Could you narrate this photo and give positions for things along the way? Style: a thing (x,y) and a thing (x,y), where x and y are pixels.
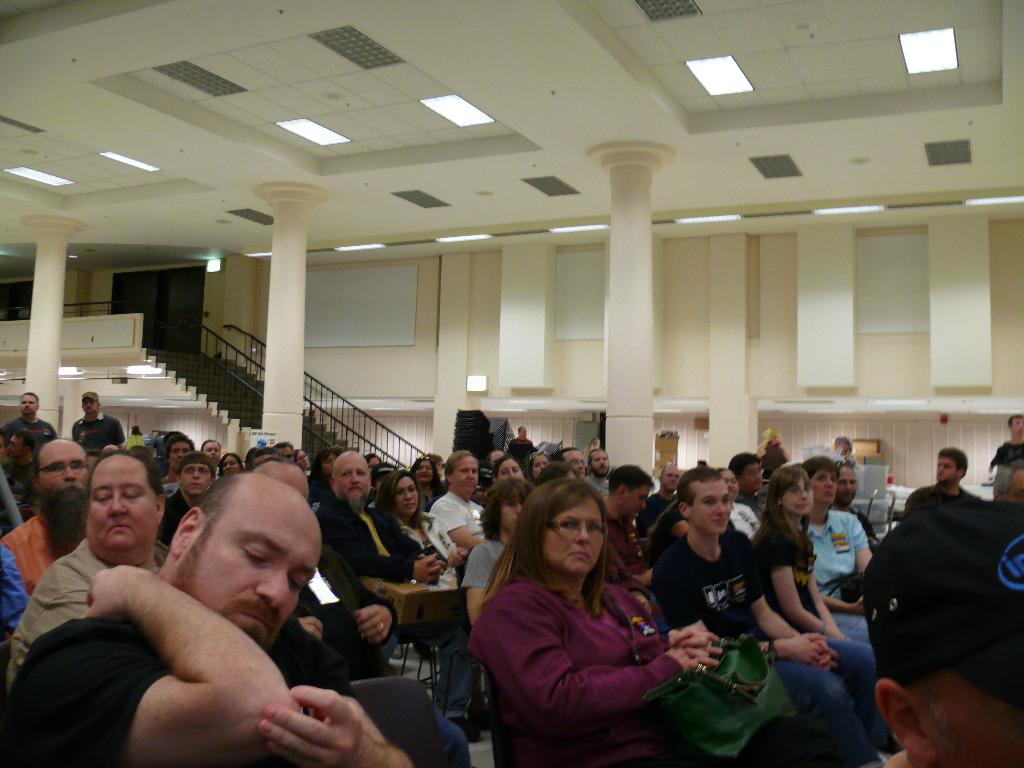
In this image we can see the inner view of a building (177,284) and there are some people (494,640) and among them few people (903,716) are sitting and few people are standing. There is a staircase (354,446) in the background (207,382) and we can see some lights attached to the ceiling (813,126) and there are some other objects (828,452) in the building (854,123).
